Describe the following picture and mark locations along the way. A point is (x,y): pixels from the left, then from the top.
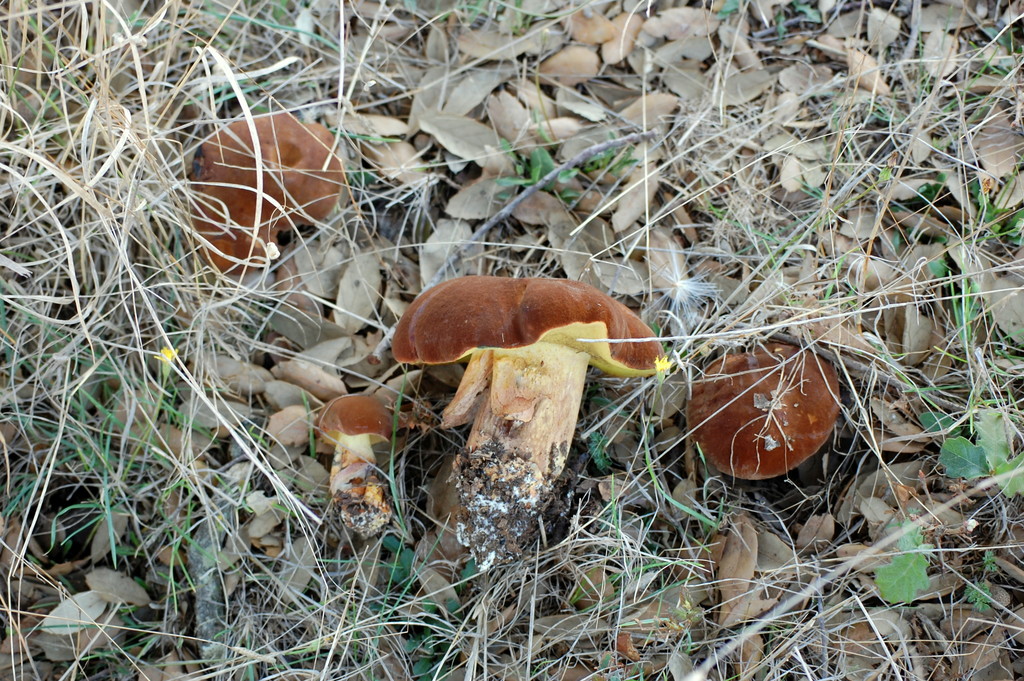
In the picture I can see brown color mushrooms (785,462) growing on the ground (272,324). Here we can see dry grass (478,652) and dry leaves (607,488).
